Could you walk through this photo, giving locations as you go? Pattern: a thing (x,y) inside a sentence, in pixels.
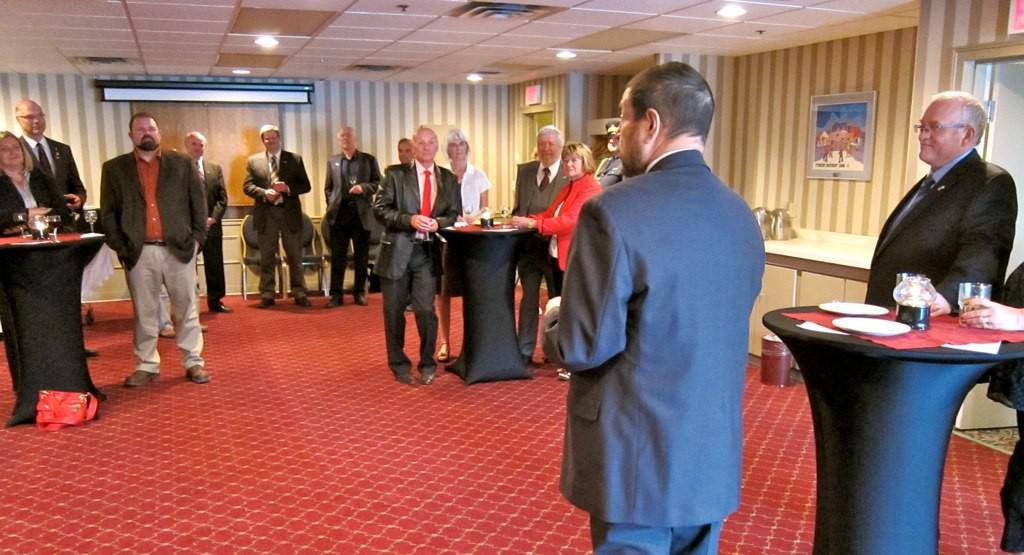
In the middle of the image (607,259) few people (666,141) are standing. Bottom right side of the image (814,424) there is a table (930,313), On the table (850,348) there is a saucer (870,333) and glass (975,289). Top right side of the image (745,20) there is a roof (715,16) and light (735,10). Top left side of the image (190,104) there is a wall (257,106).
